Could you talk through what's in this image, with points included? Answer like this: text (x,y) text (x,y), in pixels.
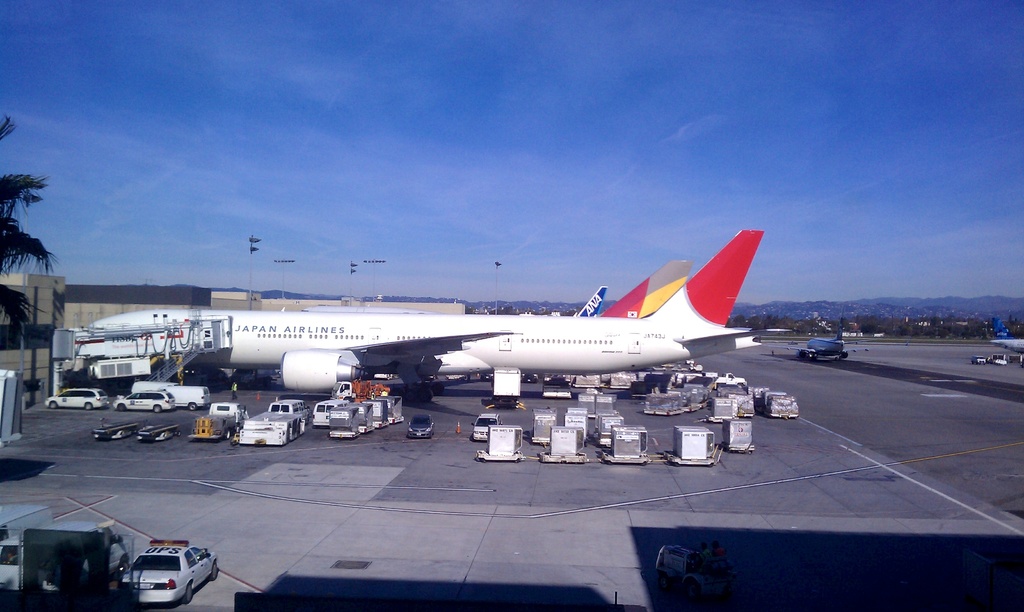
In this image in the center (343,354) there are cars (195,575) and there are containers (637,438) on the road (727,455) and there is an Airplane (371,337) with some text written on it. In the background (540,312) there are poles (251,270), there are trees (789,321) and the sky (550,146) is cloudy. On the left side (57,304) there is a building (64,305) and there is a tree (15,224).
